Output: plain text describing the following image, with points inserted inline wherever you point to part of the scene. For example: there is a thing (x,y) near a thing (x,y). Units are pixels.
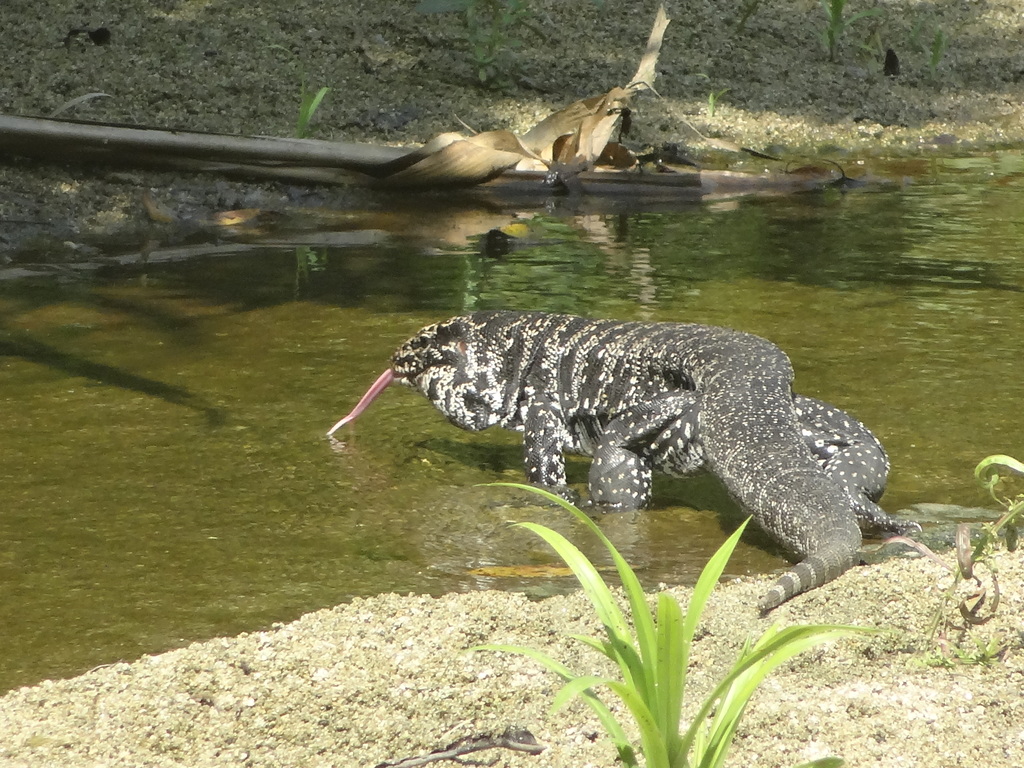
In the center of the image (426,378) we can see a tegu (449,351) in the water (571,517). At the bottom of the image (618,607) we can see the plants (680,711) and ground (821,673). At the top of the image (457,99) we can see the stick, plants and ground (593,63).
